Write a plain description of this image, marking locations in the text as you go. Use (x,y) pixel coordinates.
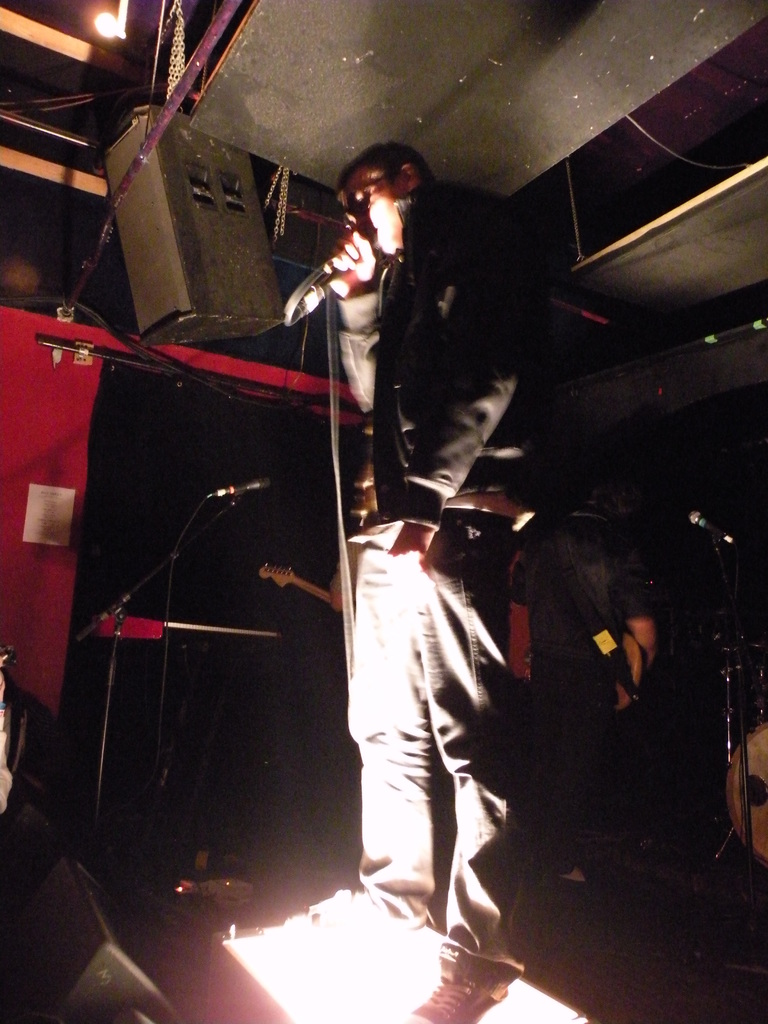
In this image I can see the person (403,571) with the dress (397,538) and the person (352,364) is holding the mic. I can see the mics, musical instruments (309,589) and the speakers (213,308). There is a light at the top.
